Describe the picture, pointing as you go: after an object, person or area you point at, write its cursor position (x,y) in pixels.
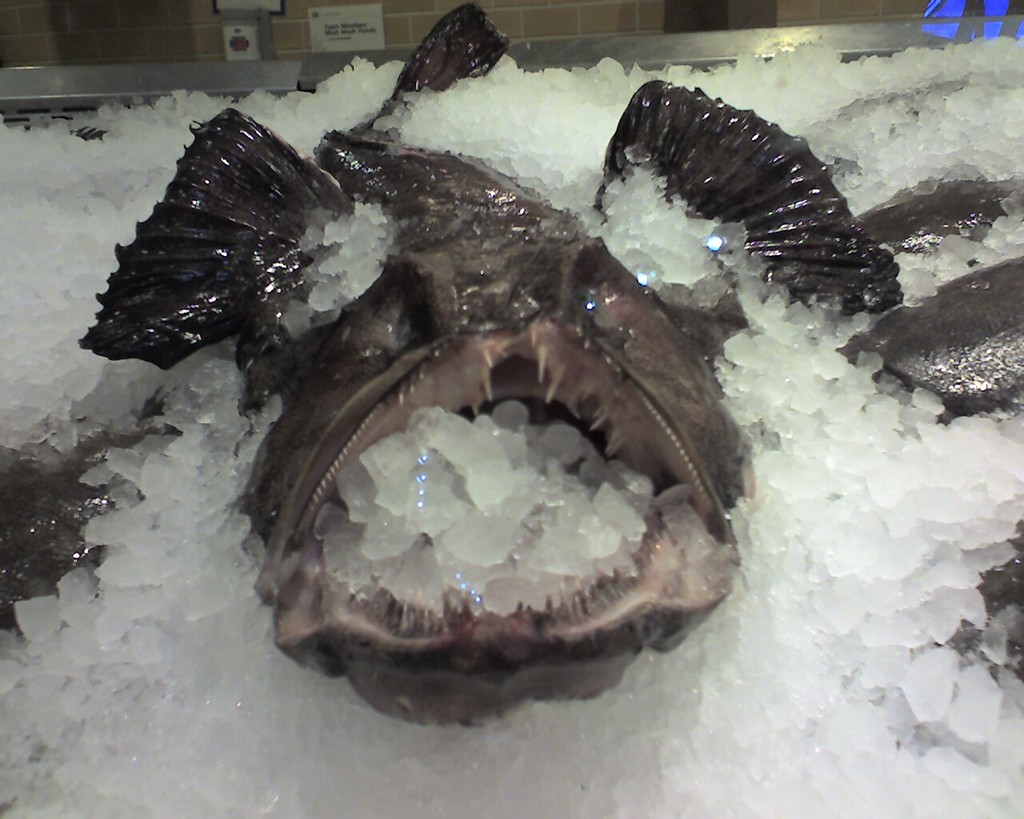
In this picture we can see fish (488,209) in ice (832,124). In the background (237,57) we can see the wall (495,11) and posters (239,44).
